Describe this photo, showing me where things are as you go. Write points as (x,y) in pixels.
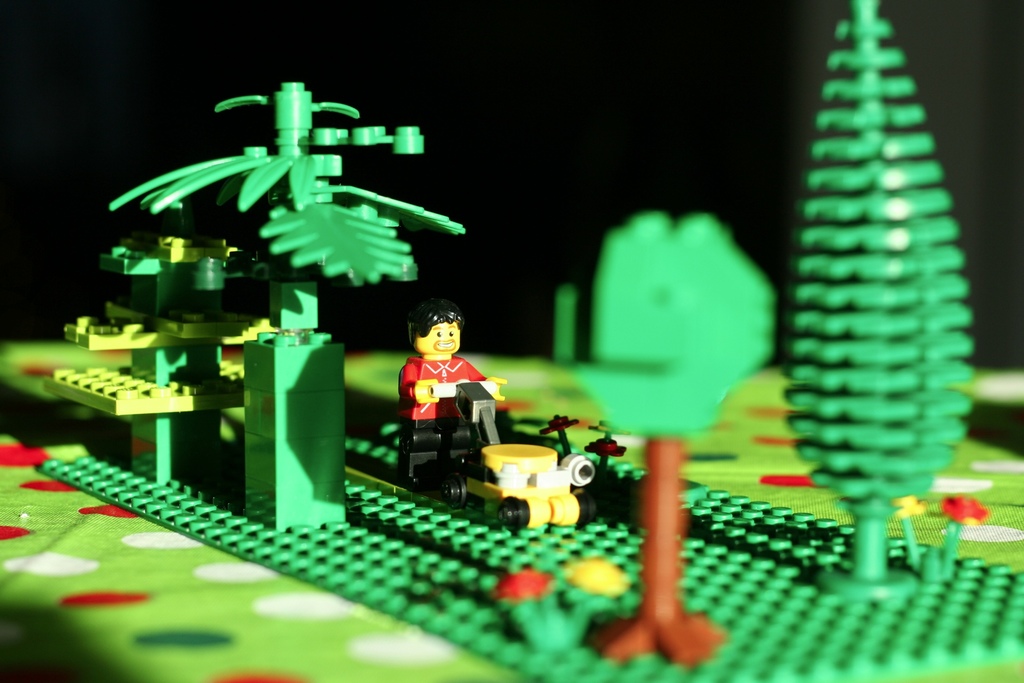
In the image we can see the building blocks (345,254) and the toy (420,395) of the person (431,411), and the background (595,185) is dark.
